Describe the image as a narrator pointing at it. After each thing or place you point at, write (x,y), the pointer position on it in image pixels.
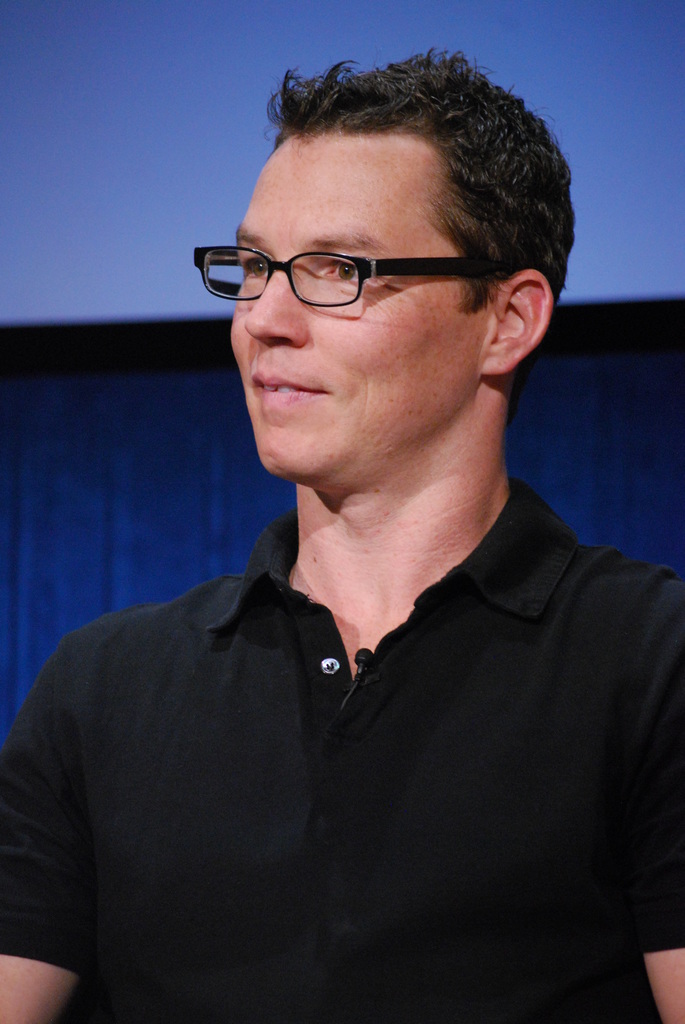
In this image I can see a person (416,705) wearing black colored dress (456,794) and spectacles (236,258). I can see the blue and black colored background (146,486).
